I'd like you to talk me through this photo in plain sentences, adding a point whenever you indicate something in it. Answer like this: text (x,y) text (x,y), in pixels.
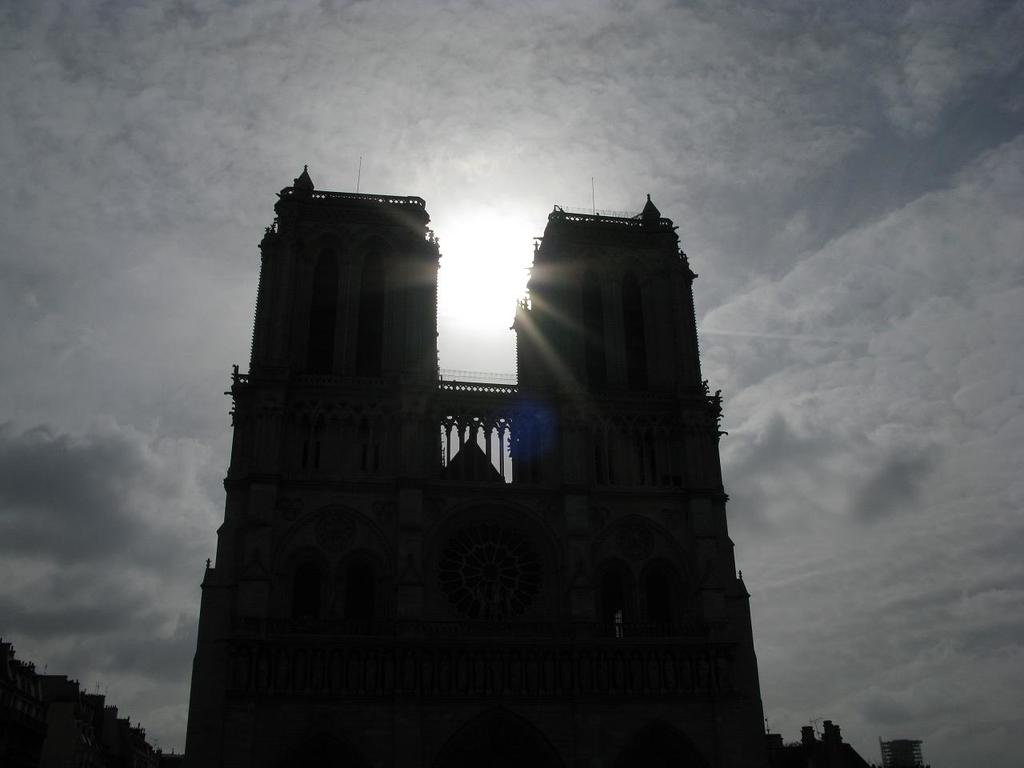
In this picture I can see buildings (661,730), and in the background (810,656) there is the sky (47,161).
